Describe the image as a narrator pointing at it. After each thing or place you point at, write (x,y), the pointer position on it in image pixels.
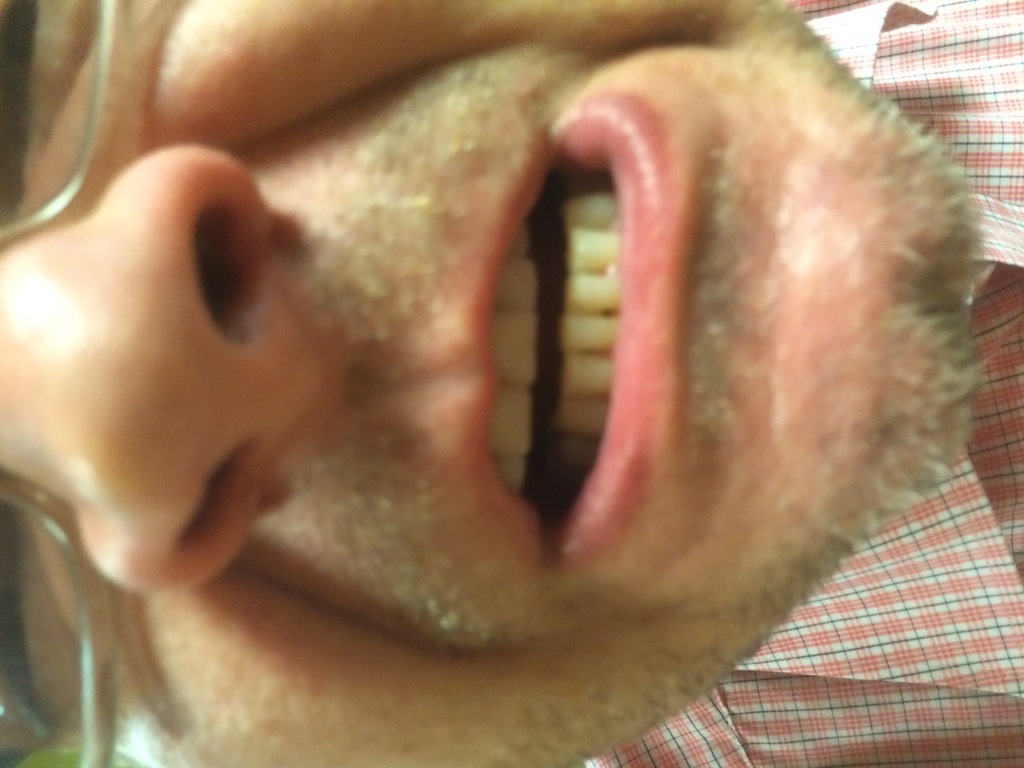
In this picture we can see a man (446,149) and he wore spectacles (14,99).
